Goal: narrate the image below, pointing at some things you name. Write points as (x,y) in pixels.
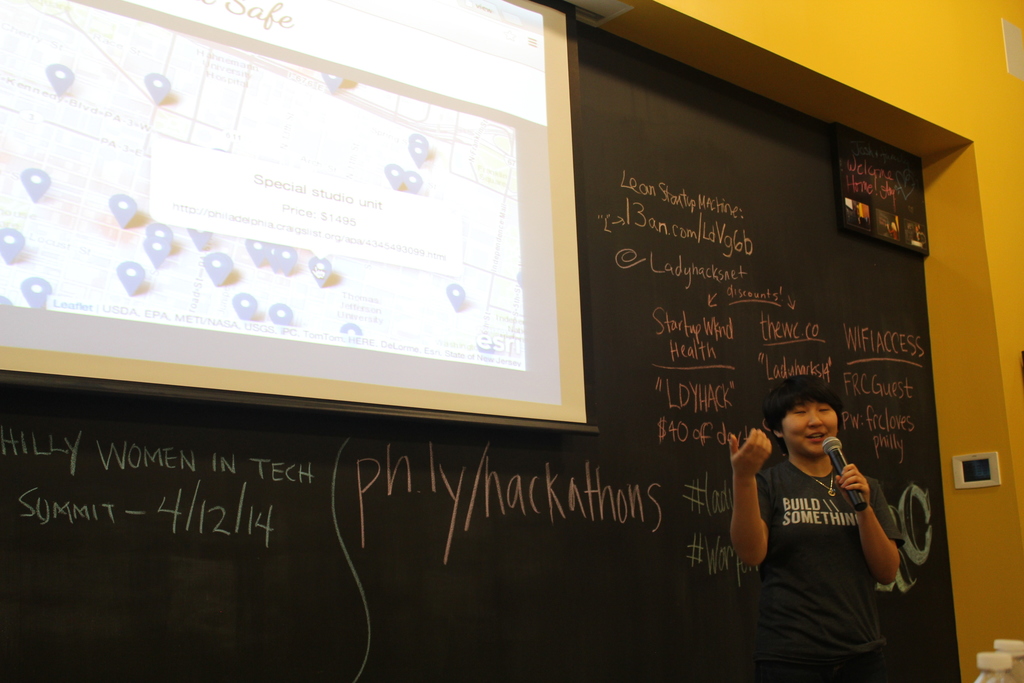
In a room (723,280) a person (776,518) is giving a speech, behind him there is a blackboard (353,473) and in front of the blackboard (615,376) there is a projector screen (380,288) and something is being projected on that screen (520,244). Beside the blackboard (840,241) there is yellow color wall (922,67).
